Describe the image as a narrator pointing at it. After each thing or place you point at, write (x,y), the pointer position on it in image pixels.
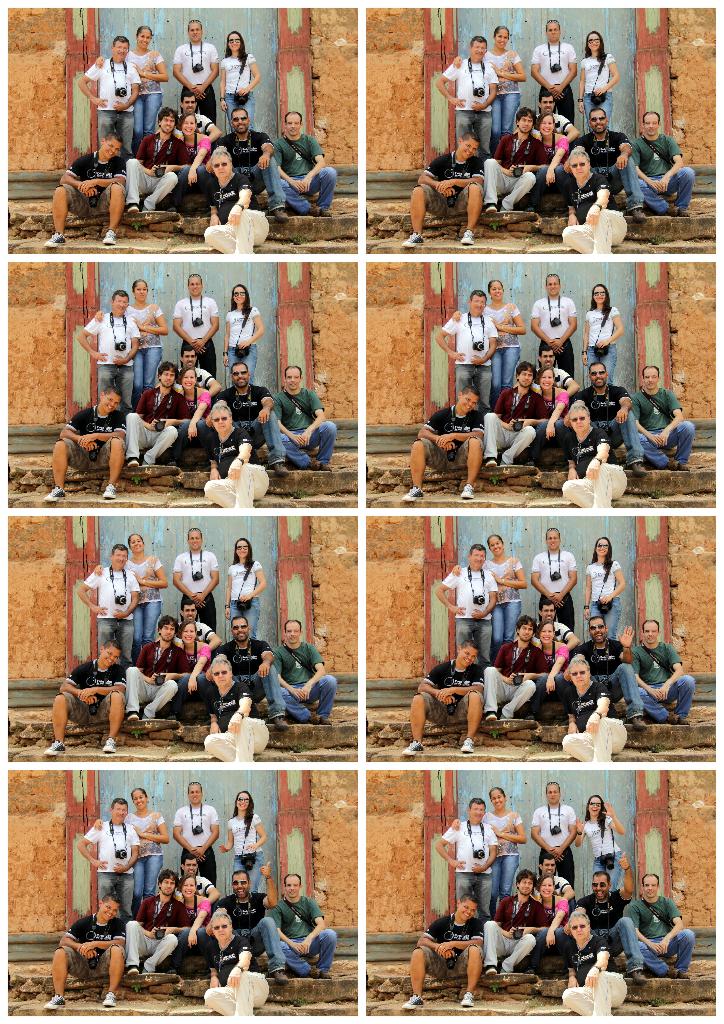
This is the picture of a collage photo which consist of some photos in that photo we can see a group of people (60,195) are posing for a photo and among them some are carrying cameras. In the background (656,284), we can see a building (420,843).
